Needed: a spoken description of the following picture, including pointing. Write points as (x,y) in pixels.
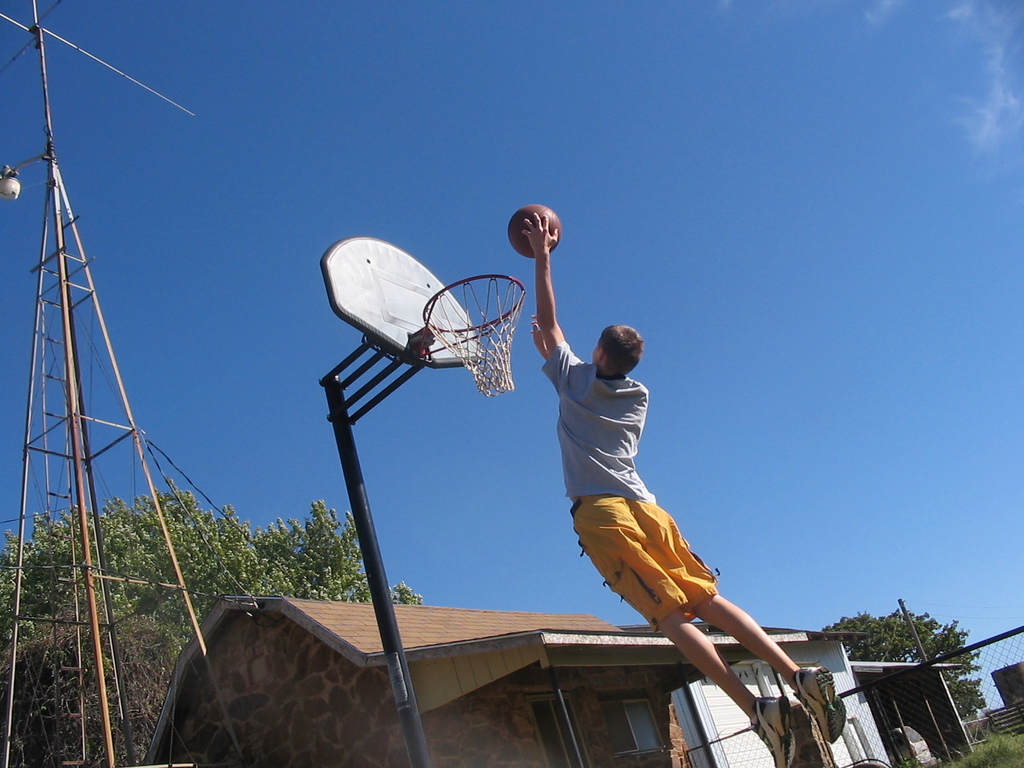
In the foreground (647,391) I can see a person (597,525), ball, goal net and a tower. In the background (428,727) I can see houses (805,665), grass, trees (321,516) and the sky (695,339). This image is taken may be during a day.
